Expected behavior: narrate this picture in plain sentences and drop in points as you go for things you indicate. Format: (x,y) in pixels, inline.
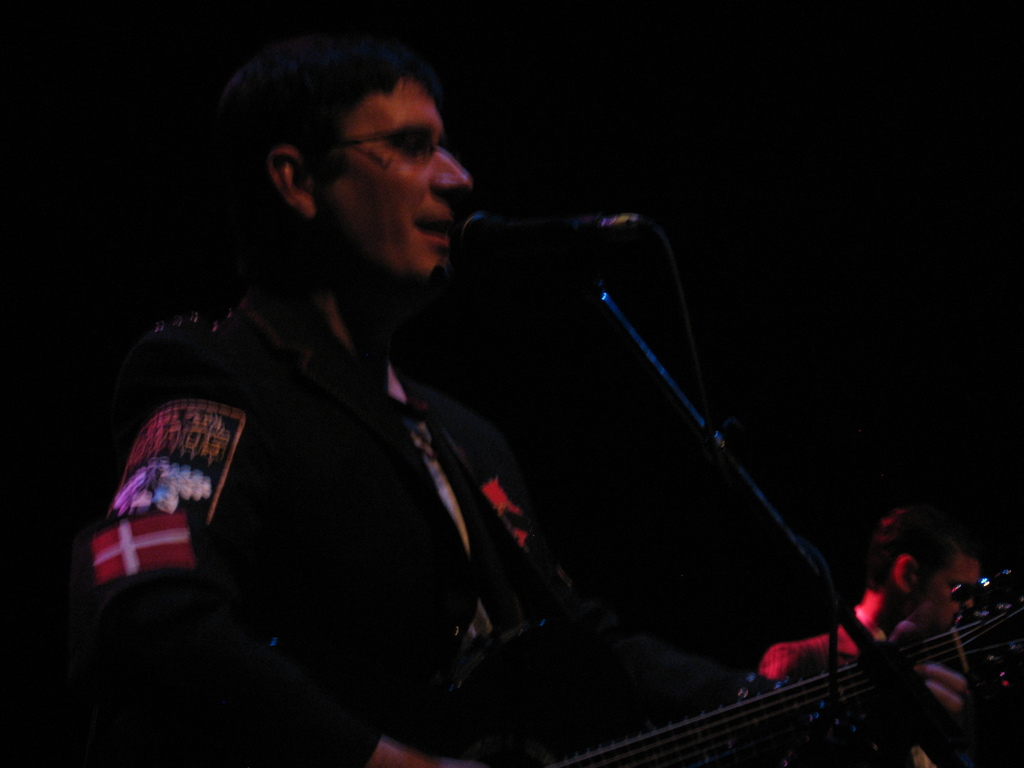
In this picture there is a man (227,631) on the left side of the image (311,287), by holding a guitar (816,681) in his hands (931,672) and there is a mic (501,232) in front of him and there is another man (919,532) in the background area of the image (921,584).
